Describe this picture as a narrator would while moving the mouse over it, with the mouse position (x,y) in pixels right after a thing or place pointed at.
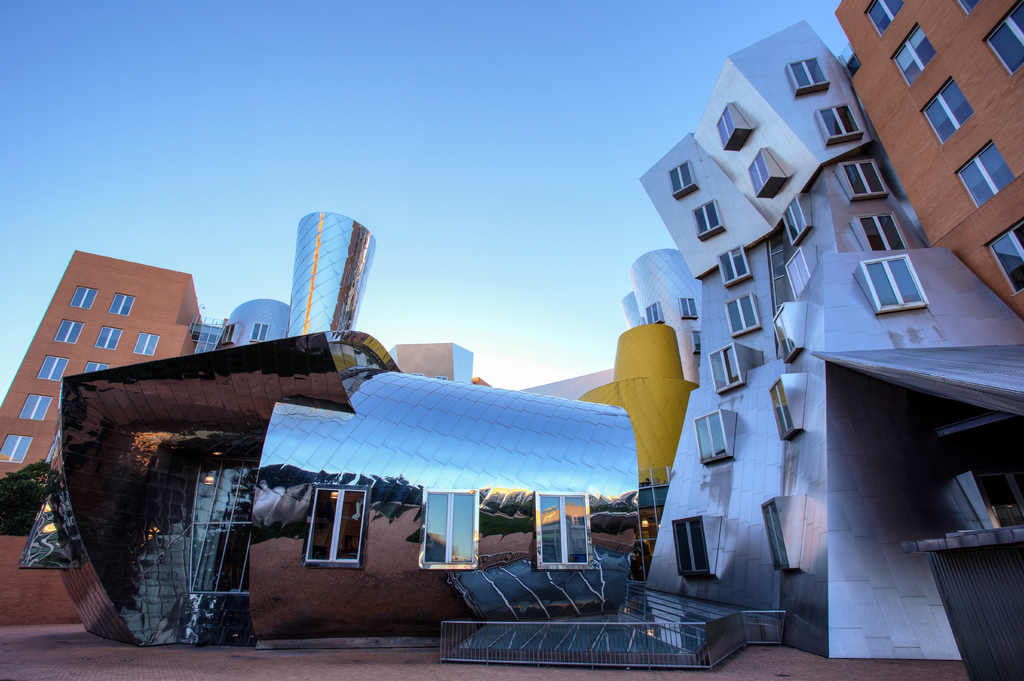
In this image we can see many buildings (220,441) with windows (1002,243). In the background (408,110) there is sky (384,128). Also there is a building (155,422) with glass walls (258,421). On the walls (207,488) there are reflections (376,501).
